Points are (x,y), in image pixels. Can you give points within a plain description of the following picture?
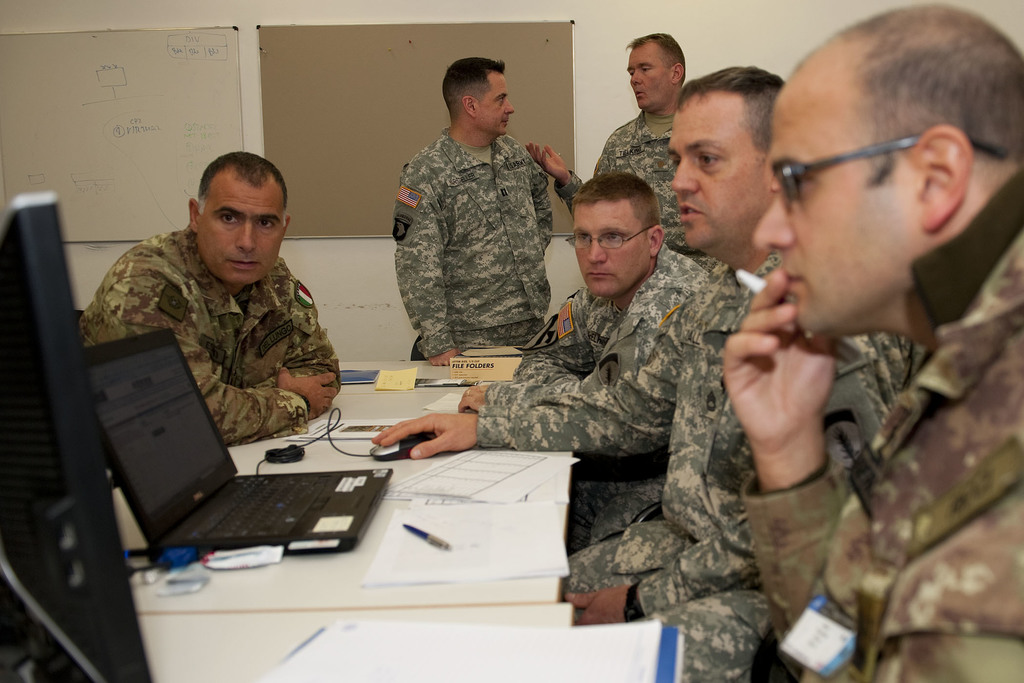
In this image we can see a few people (622,312), among them some are standing and some are sitting on the chairs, in front of them, we can see the tables (264,577), on the tables (264,577), there are papers (380,645), pen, a box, laptop (206,457) and some other objects (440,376), in the background (162,158) we can see the boards (159,90) on the wall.
